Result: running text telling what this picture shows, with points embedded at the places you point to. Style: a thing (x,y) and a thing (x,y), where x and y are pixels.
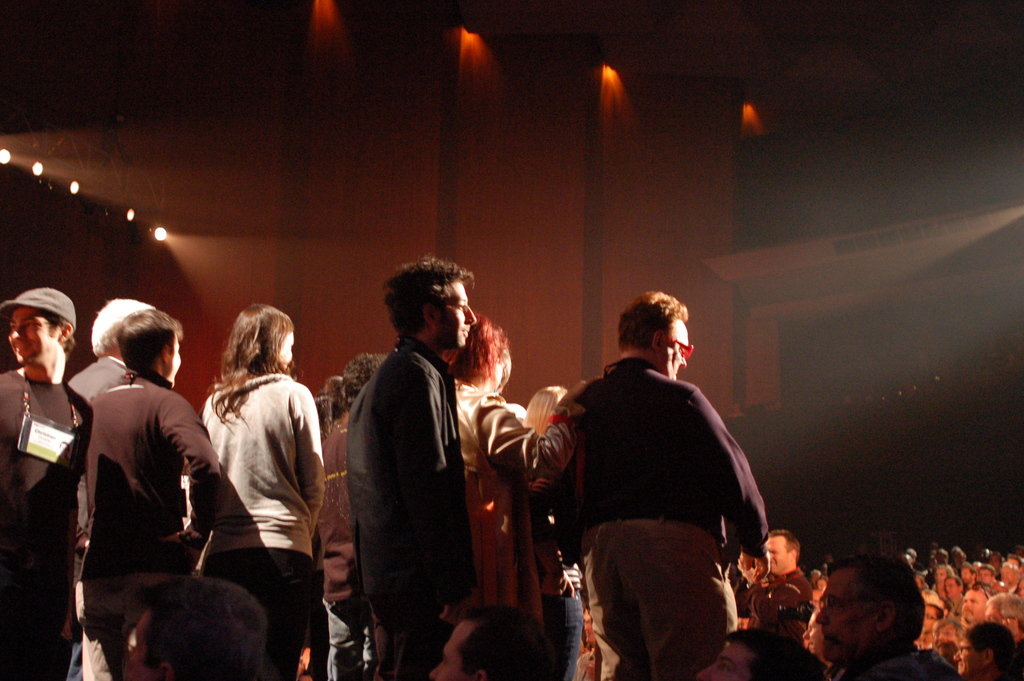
In this image I can see group of people (11,518) standing, the person (765,520) in front (656,604) wearing maroon shirt (624,459) and cream color pant (663,621). Background (1019,603) I can see other people (824,608) and I can see few lights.
